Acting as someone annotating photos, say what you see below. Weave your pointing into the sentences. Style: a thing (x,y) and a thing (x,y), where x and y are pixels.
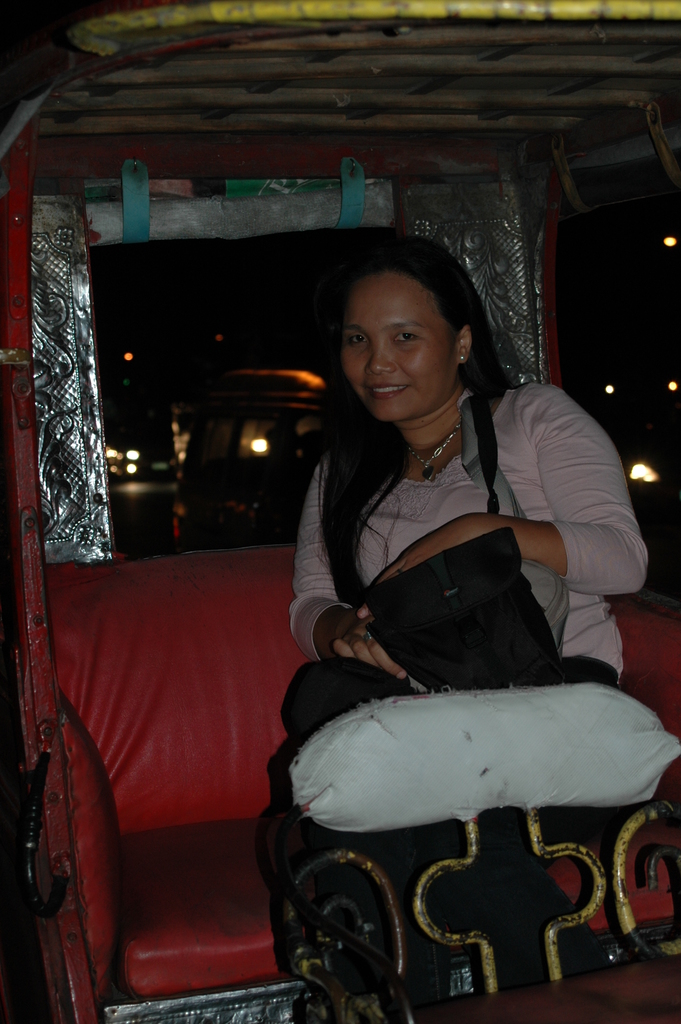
In this image in the foreground (186,147) there is one vehicle (182,721), in that vehicle (32,212) there is one woman (414,407) who is sitting and she is holding some bags (417,641). In the background (220,479) there are some vehicles (195,467) and lights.
